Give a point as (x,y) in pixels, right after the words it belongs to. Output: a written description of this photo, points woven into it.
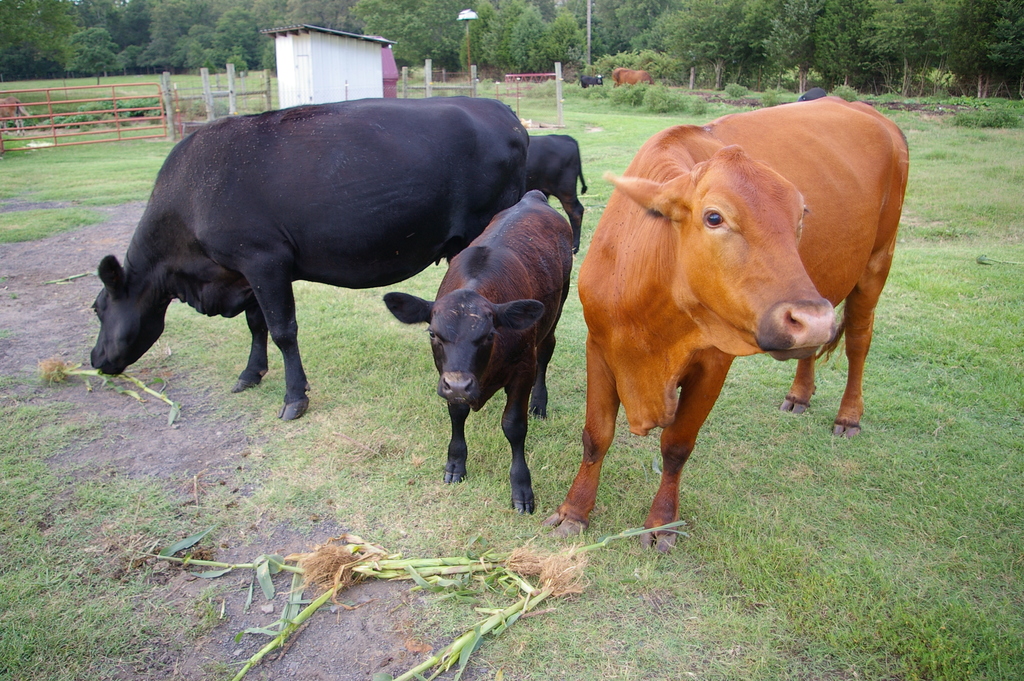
In this image we can see a group of herd (362,279) on the ground (549,401). We can also see some grass (426,513). On the backside (320,39) we can see a house (323,72) with a roof (333,32), fence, some poles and a group of trees (712,18).
